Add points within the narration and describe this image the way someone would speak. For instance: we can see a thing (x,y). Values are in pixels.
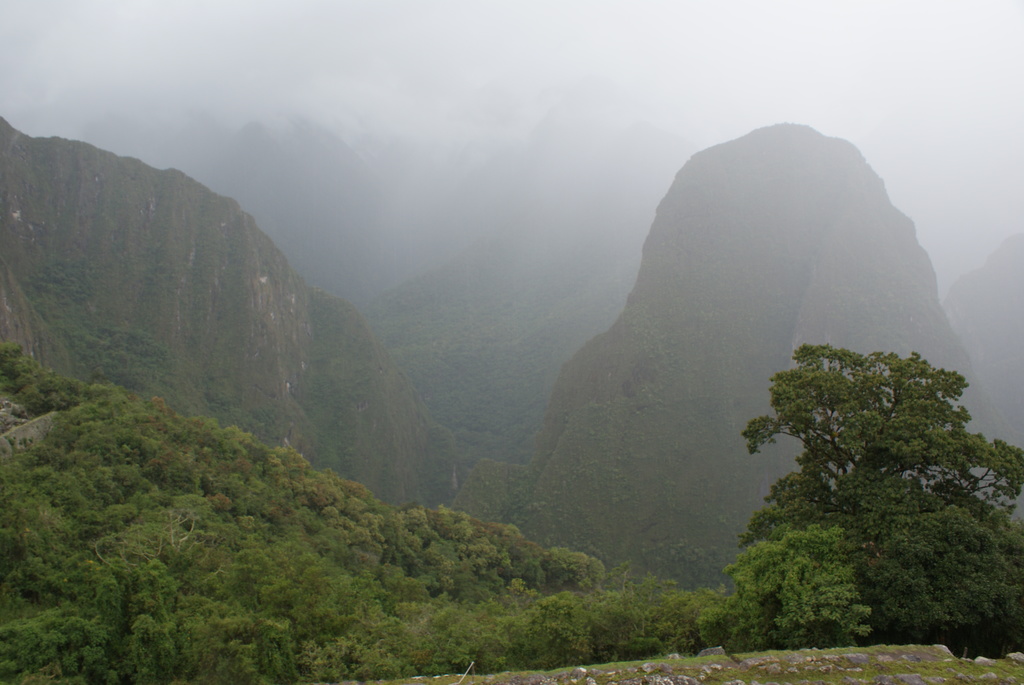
This picture shows bunch of trees (230,625) and we see hills (288,376) and fog (573,8).
